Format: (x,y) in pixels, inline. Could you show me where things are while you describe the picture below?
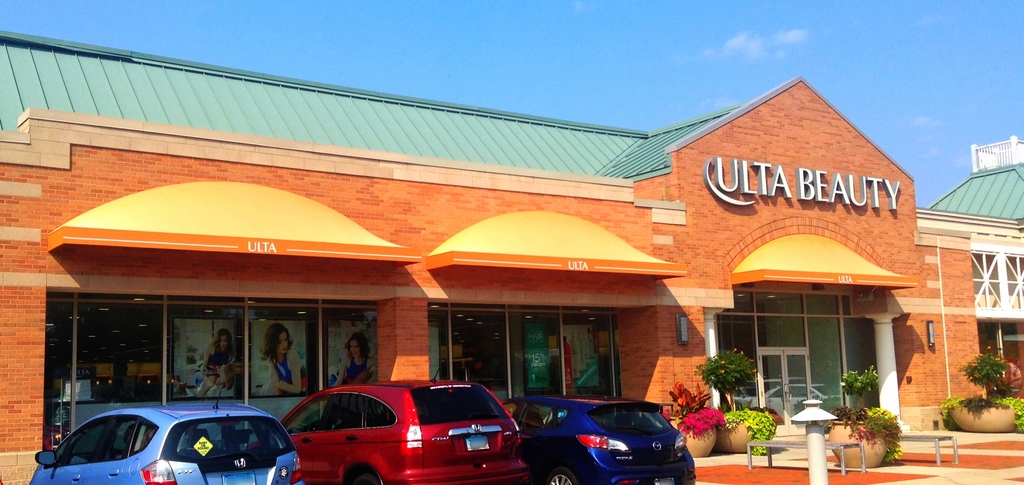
In this picture we can see vehicles (578,467), house plants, benches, pole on the ground (697,463) and in the background (883,19) we can see a building (746,298), sky (828,61).
